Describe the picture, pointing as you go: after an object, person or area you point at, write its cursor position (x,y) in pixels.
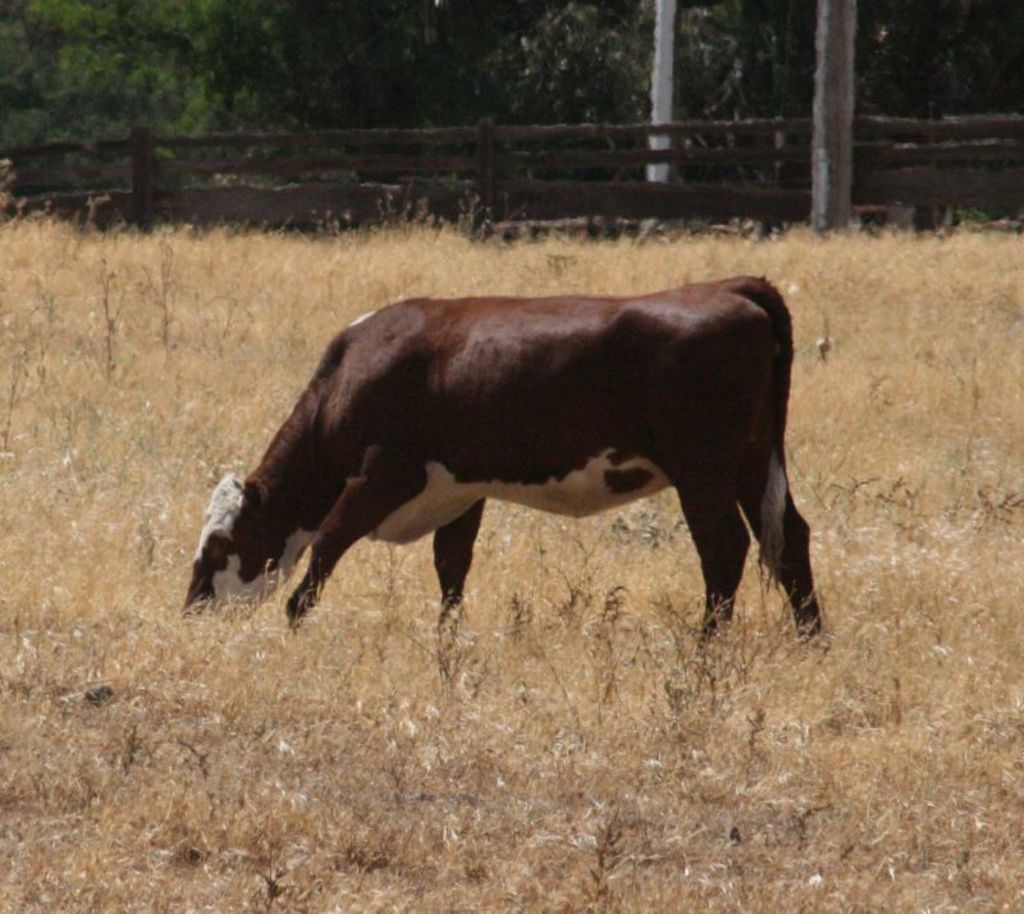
This picture is clicked outside. In the center (603,536) we can see the grass (351,630) and a cattle (454,582) standing and seems to be eating the grass (575,279). In the background (462,168) we can see the wooden fence (462,168), trees (169,69) and poles (657,76) and some other objects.
